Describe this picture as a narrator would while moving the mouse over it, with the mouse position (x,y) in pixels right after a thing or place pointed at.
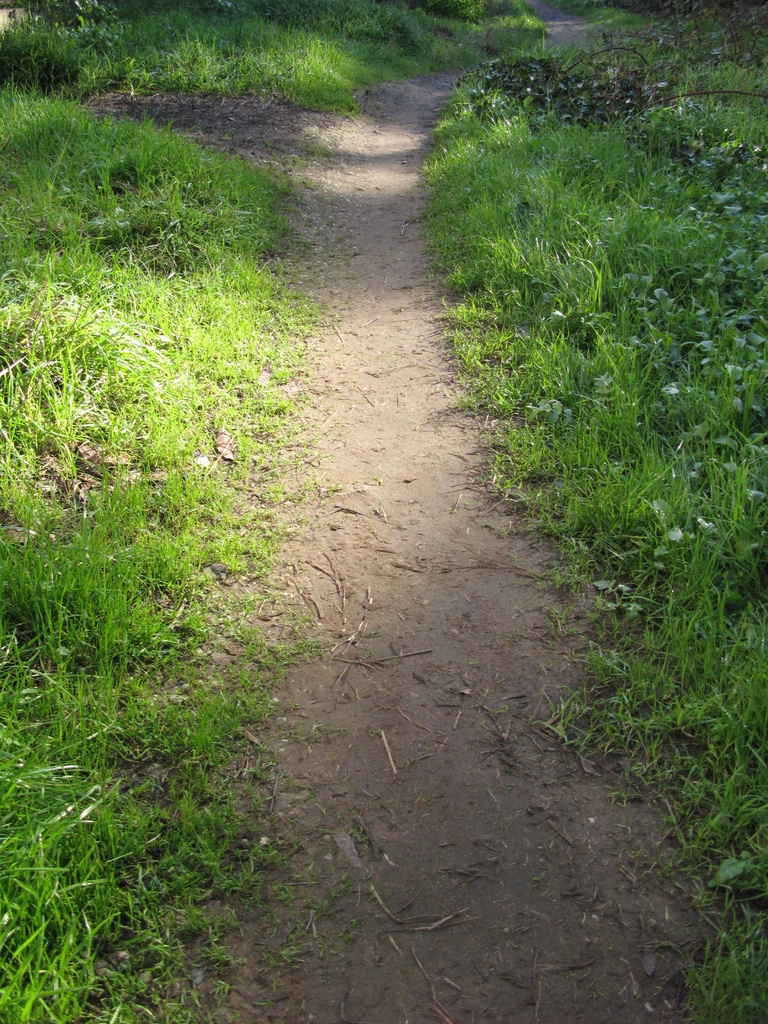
In this image we can see the grass (751,573). On the right side of the image (767,241) we can see few plants (717,274).
